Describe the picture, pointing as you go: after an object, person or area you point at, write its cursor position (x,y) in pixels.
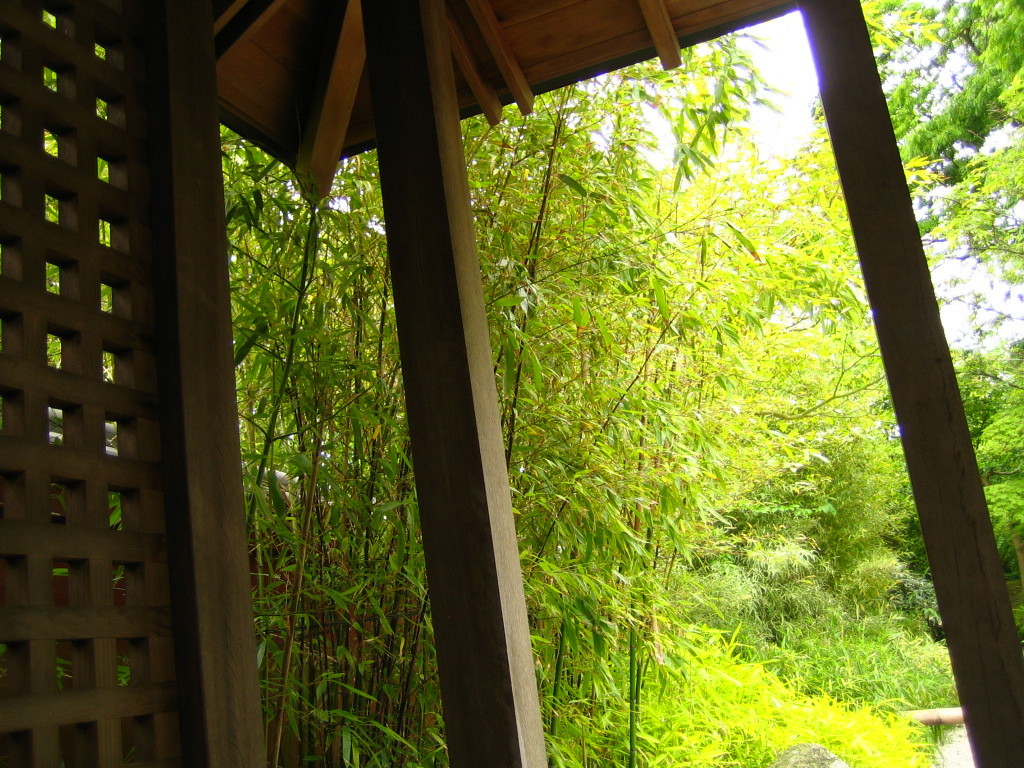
In this picture I can see trees (567,334) and few plants (789,678) and I can see a wooden shelter (435,203).
